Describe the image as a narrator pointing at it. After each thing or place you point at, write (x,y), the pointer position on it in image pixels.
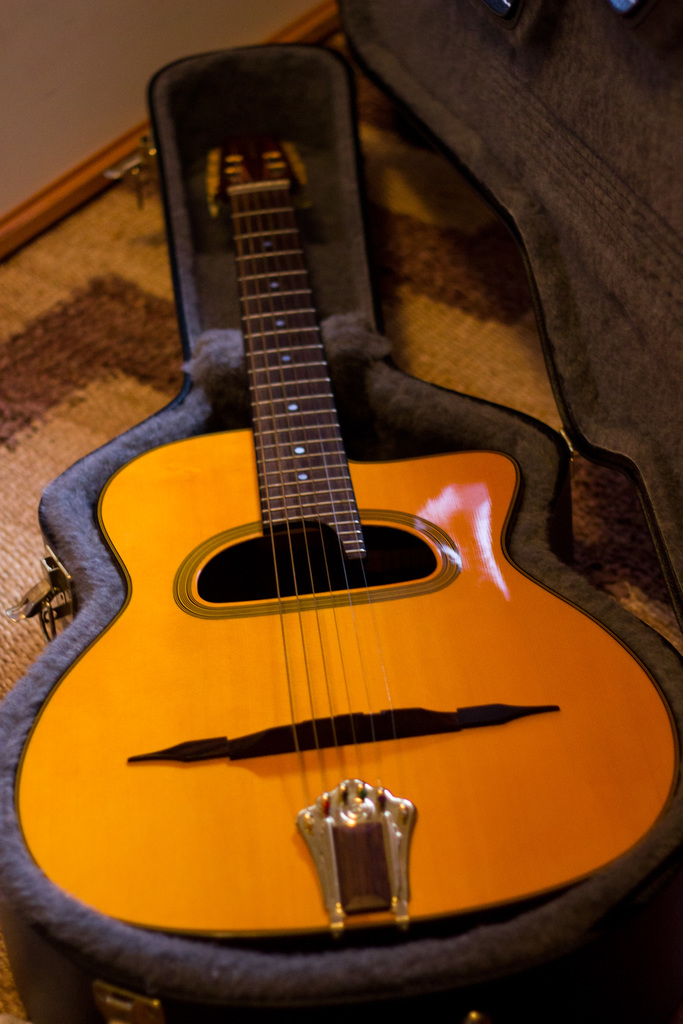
In this picture, the floor (83,351) is covered with mat (79,365) on the mat (83,334) there is a guitar box (126,431) in the box (377,440) there is a wooden guitar (294,587) with strings (294,452). Behind the guitar (302,527) there are some items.
